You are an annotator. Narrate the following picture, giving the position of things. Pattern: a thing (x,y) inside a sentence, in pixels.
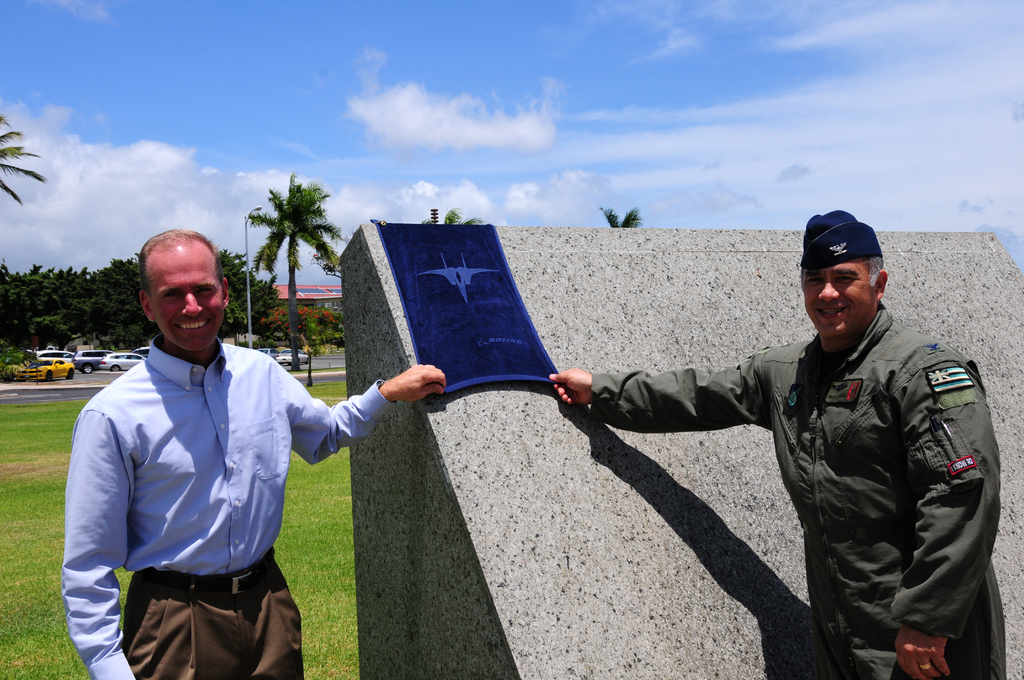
In this image, on the right (860,387) there is a man (860,405), he is smiling, he is holding a flag (497,369). On the left (214,486) there is a man (229,430), he is smiling, he is holding a flag (458,371). In the middle (654,449) there is a stone (581,520), flag (469,298). In the background (112,272) there are trees (57,318), vehicles (133,361), road (337,358), grass (63,516), sky (363,174) and clouds (667,109).
